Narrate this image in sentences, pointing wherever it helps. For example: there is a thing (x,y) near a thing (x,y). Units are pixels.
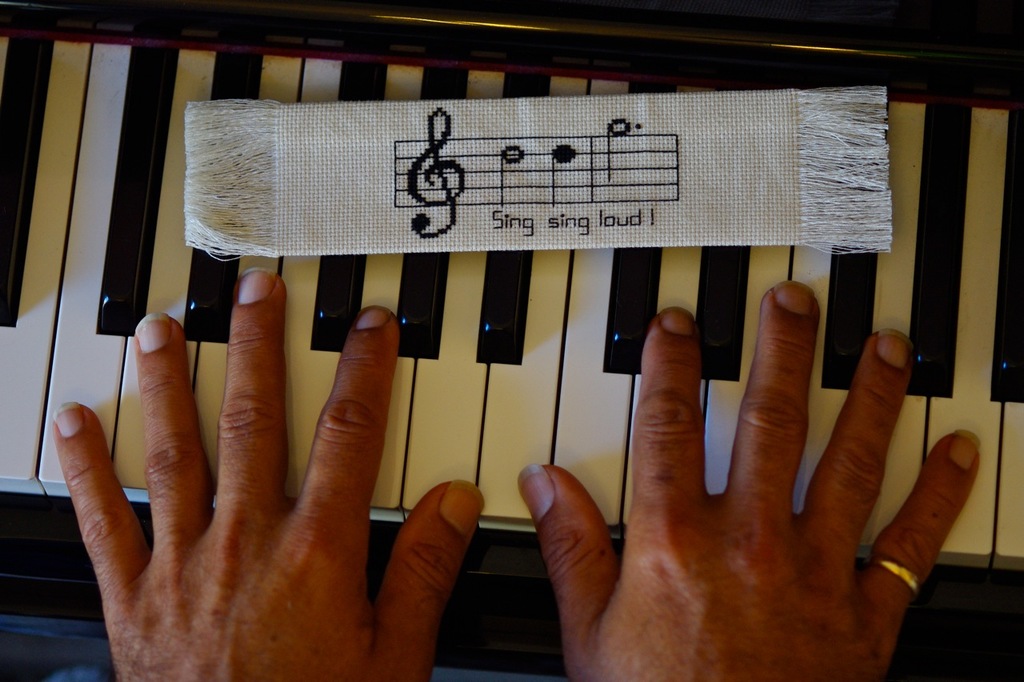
In this image i can see a human hands (338,465) on a piano (462,390) and a cloth (546,198).
